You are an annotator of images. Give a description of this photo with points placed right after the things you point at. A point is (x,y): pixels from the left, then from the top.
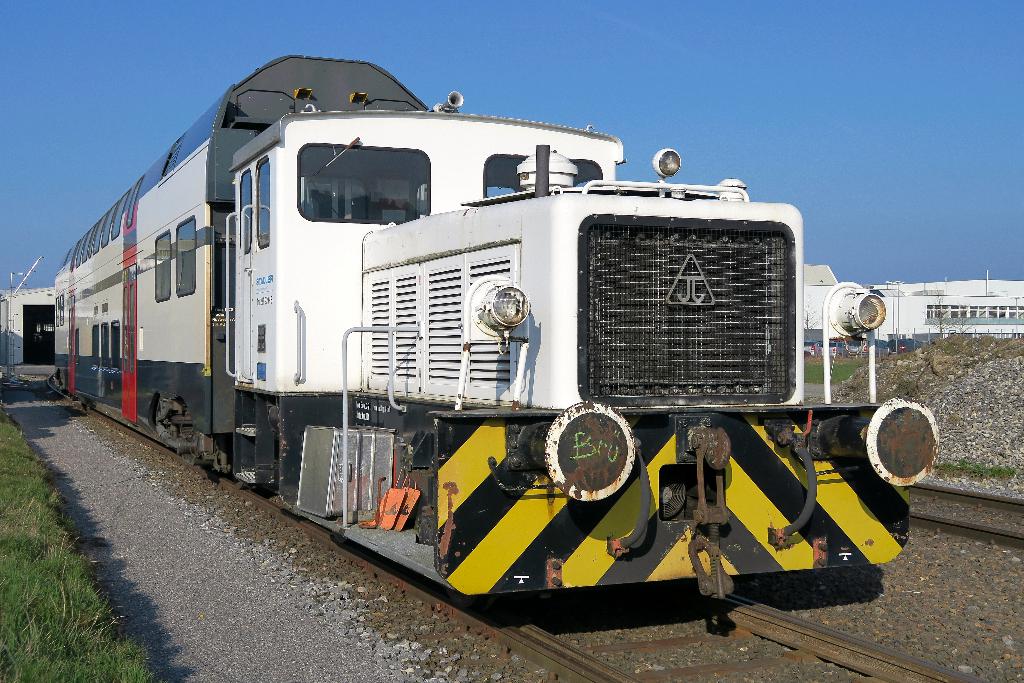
In this image we can see a locomotive (511,399) with a wagon (196,227) placed on the track (778,641). In the background (995,333), we can see some buildings (947,320) with windows (992,317) and roofs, we can also see some trees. On the left side of the image (10,479) we can see the grass (18,548). At the top of the image (538,39) we can see the sky (274,50).
